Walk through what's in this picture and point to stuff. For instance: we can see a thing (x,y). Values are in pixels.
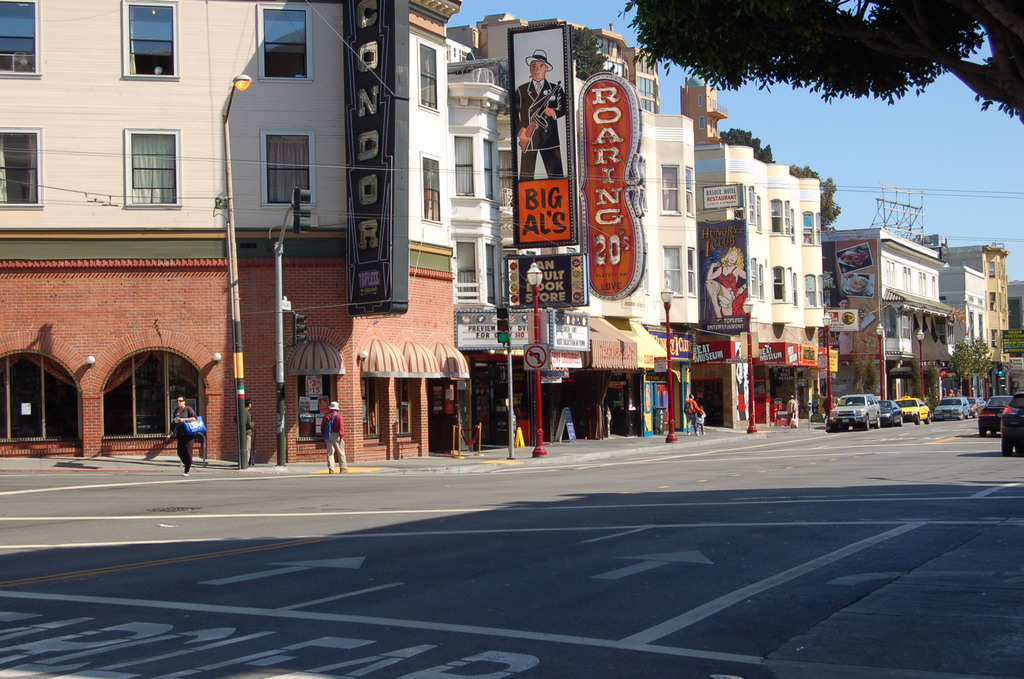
In this image I can see the road (550,566), the sidewalk (466,455), few vehicles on the road (536,568), few persons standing on the sidewalk (493,446), few poles (885,386) and few buildings (452,255). In the background (988,201) I can see few trees (979,11) and the sky (830,163).
